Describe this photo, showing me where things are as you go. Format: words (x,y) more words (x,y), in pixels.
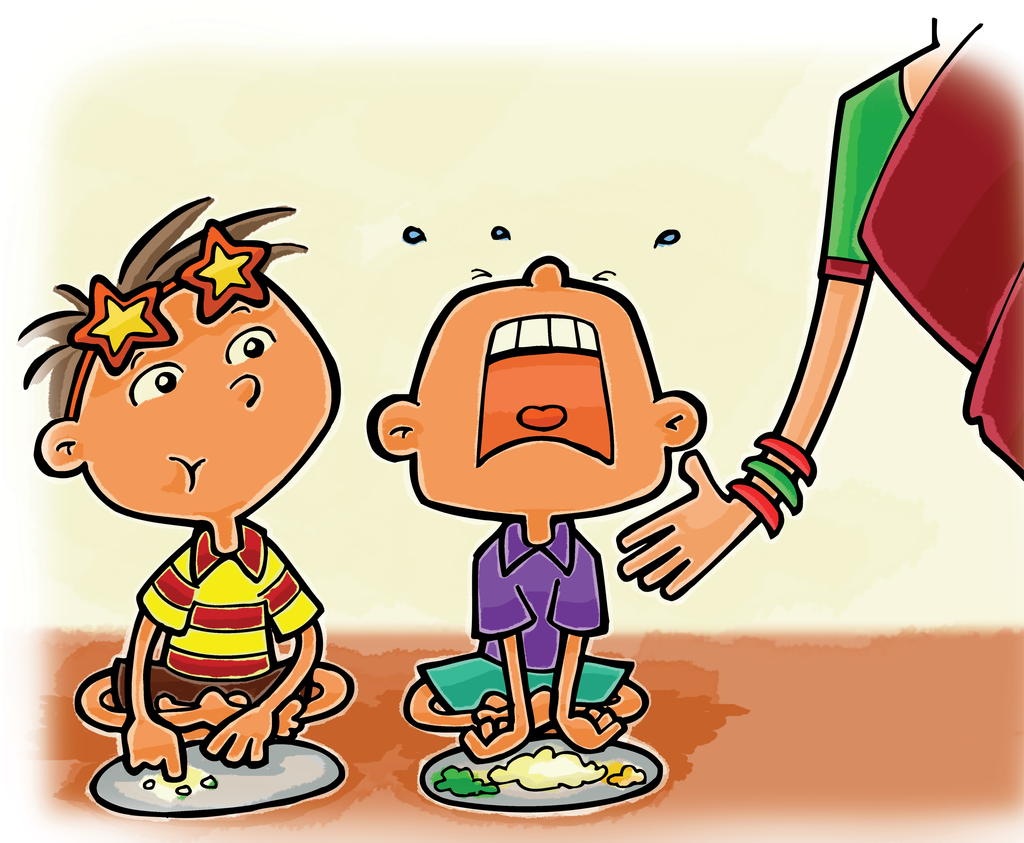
This is a drawing of two children (264,549) sitting. In front of them there are plates (444,796) with food items (438,778). On the right side (837,250) there is a lady (884,257).
